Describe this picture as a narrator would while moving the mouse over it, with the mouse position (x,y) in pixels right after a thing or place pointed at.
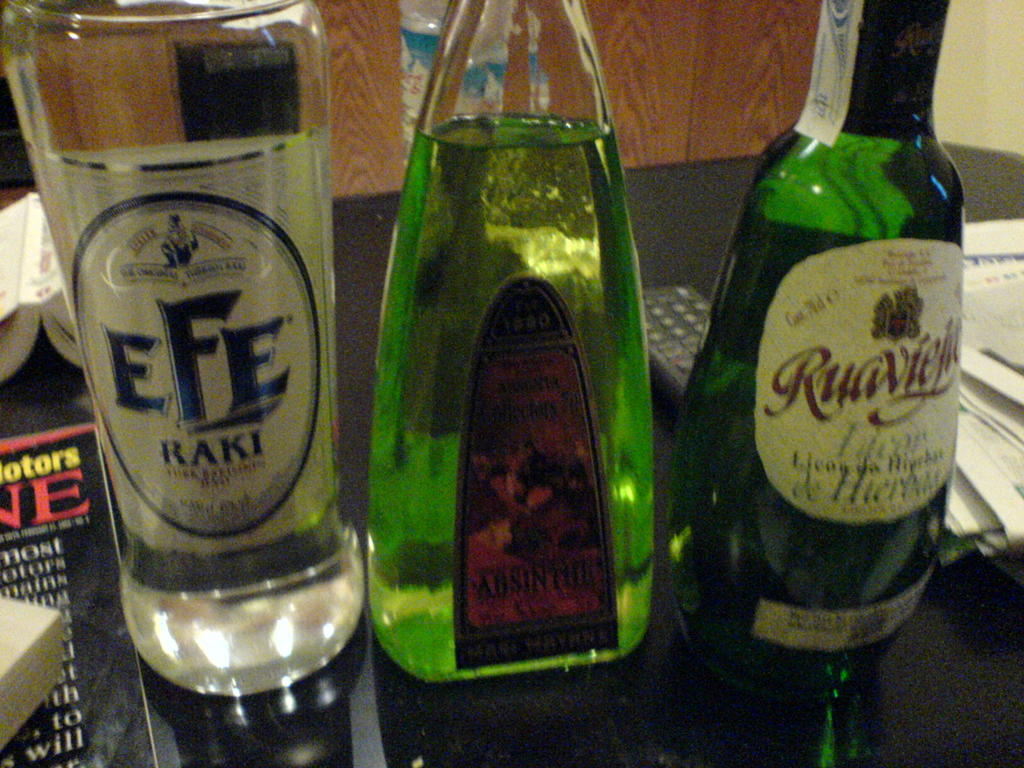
Here we can see three bottles (240,88) placed on a table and there are books (49,759), papers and remote (680,319) placed on it
